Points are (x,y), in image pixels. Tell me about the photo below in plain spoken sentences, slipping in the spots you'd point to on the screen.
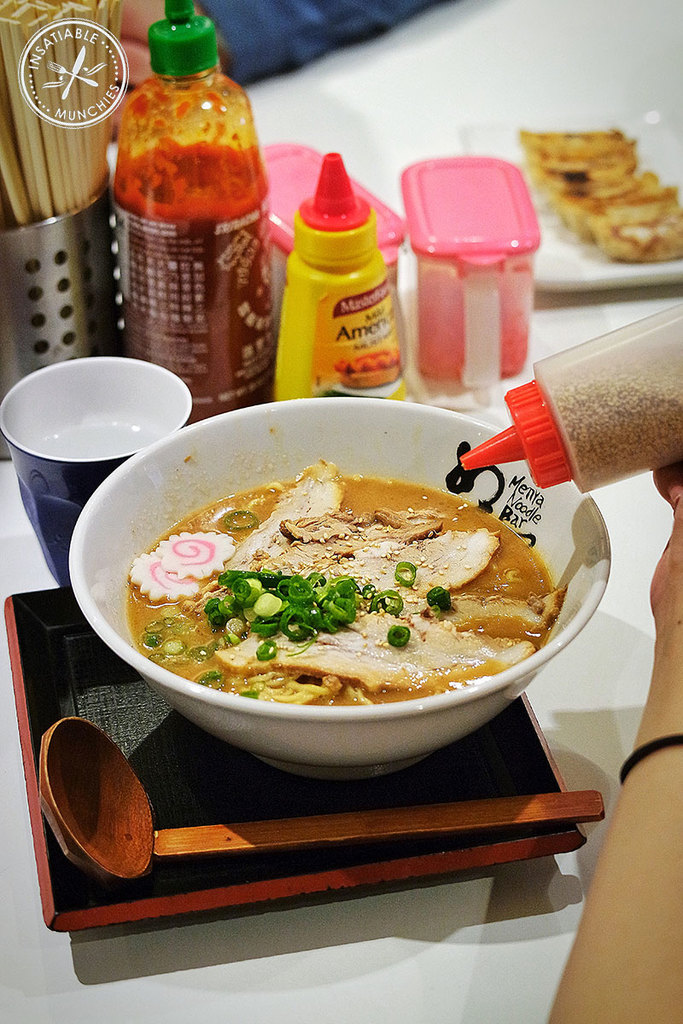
This image is taken indoors. At the bottom of the image (320,920) there is a table (401,940) and there is a person (645,944) holding a bottle (606,423) in hand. There is a tray (211,871) with a spoon (74,742), a bowl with food item (305,549) and there is a cup (134,392), a few bottles (264,268), a chopstick holder (94,220) and a plate (659,170) with a food item (607,142) on the table (475,97).
